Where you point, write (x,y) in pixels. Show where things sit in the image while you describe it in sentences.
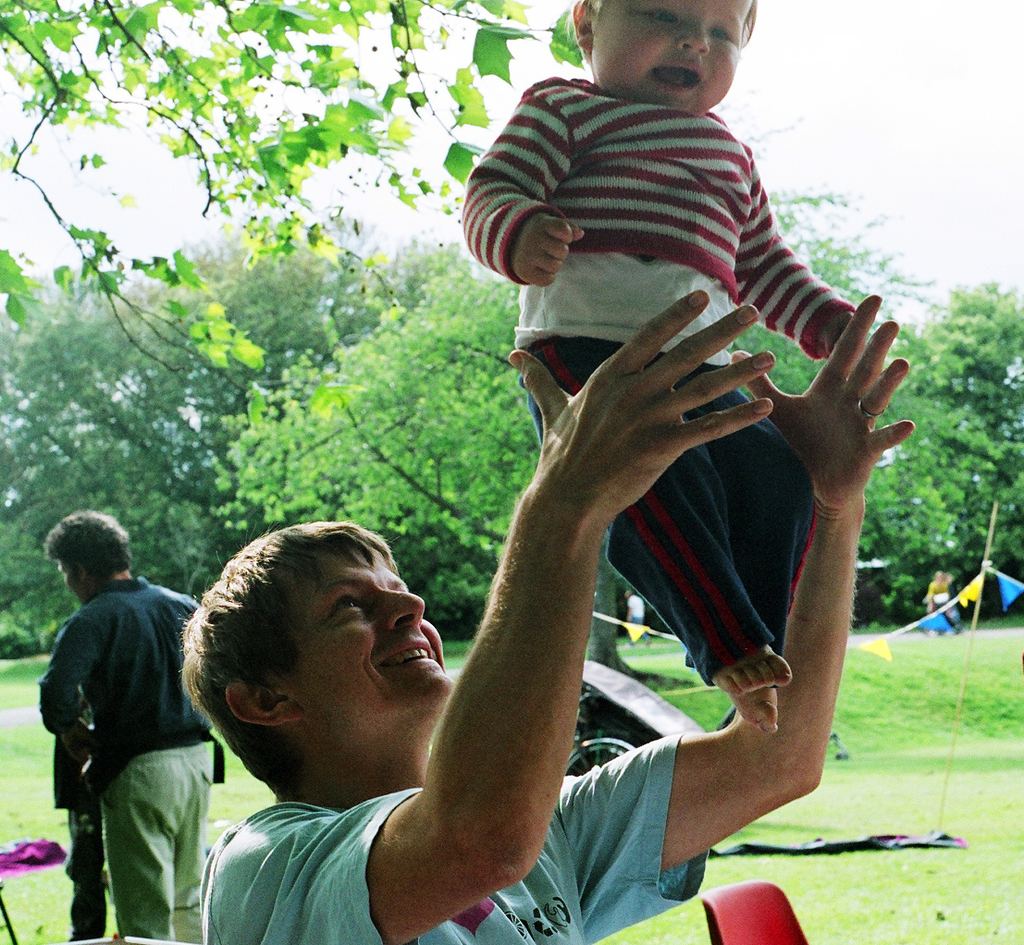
In this picture, we can see a few people (341,707), and we can see the ground (725,860) with grass (815,872), and we can see some objects (15,853) on the ground (19,836) like clothes (43,846), chair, poles (972,655), and we can see small flags (638,628), and we can see trees (877,617), and the sky (921,122).
